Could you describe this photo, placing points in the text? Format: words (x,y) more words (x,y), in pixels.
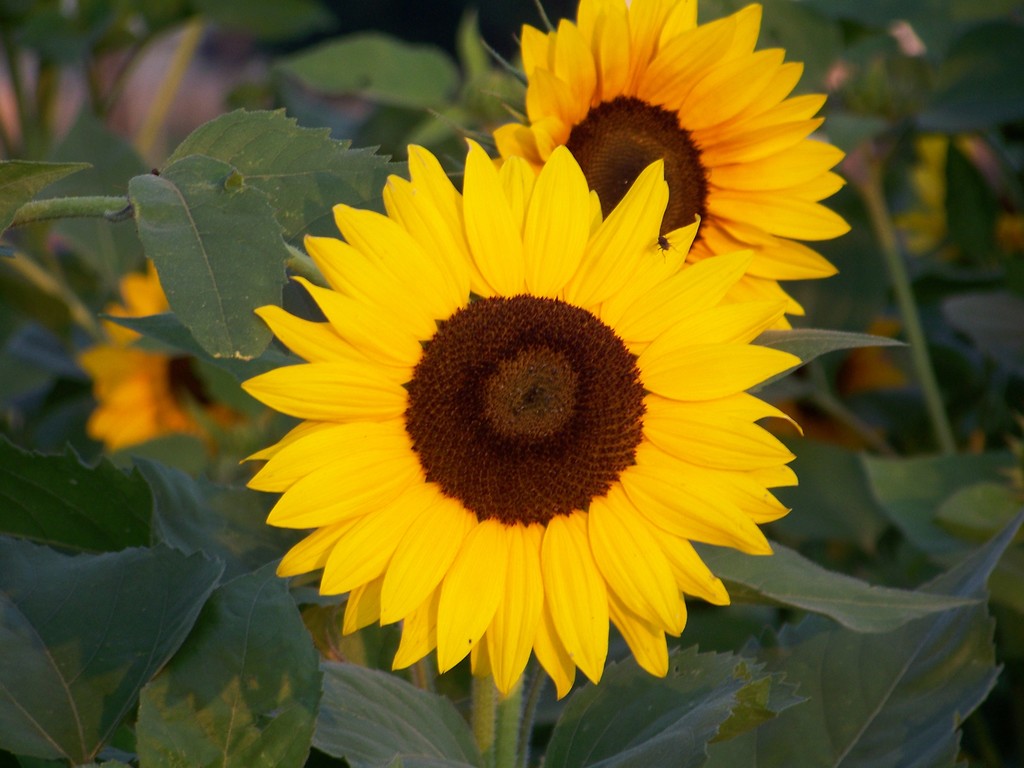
In this image in the foreground (623,329) there are two sunflowers (614,227), and in the background (231,635) there are some plants (952,482) and flowers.
